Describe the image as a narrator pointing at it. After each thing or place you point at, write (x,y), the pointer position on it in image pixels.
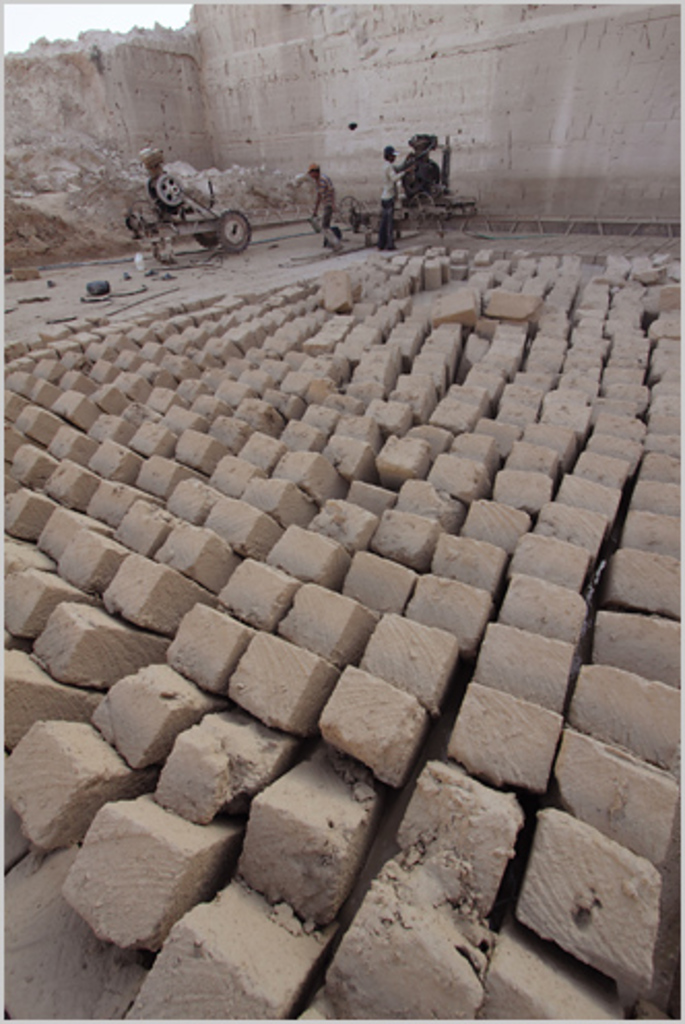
In this image, we can see some bricks (282,477). We can see the ground (143,275) with some objects (96,282). We can see some machines (204,223). There are a few people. We can see the wall (79,86) and the sky (54,22).
